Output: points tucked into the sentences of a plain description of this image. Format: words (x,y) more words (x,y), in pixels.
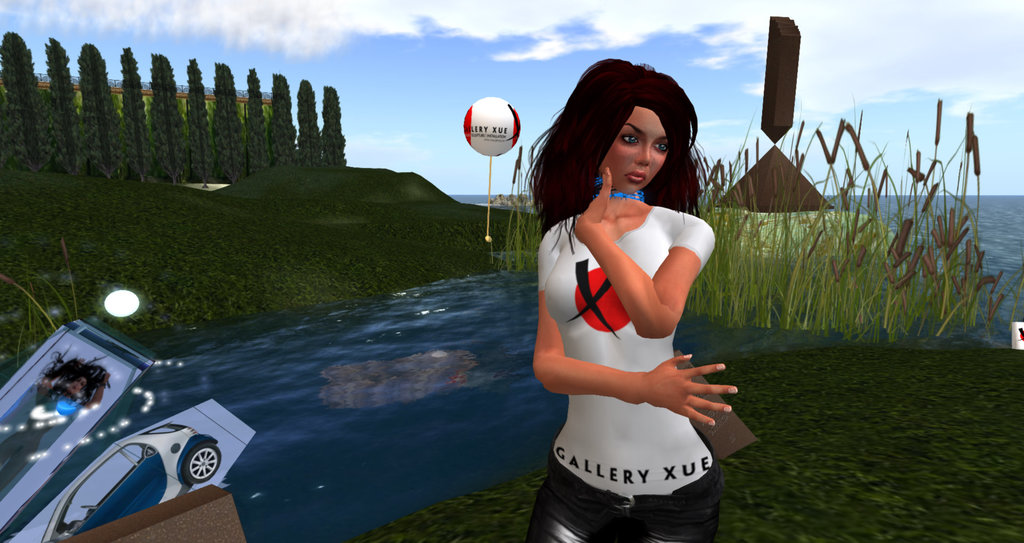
In this image I can see the animated picture and I can see the person (641,330) standing and the person (671,491) is wearing white and black color dress (697,483). In the background (65,22) I can see few trees (260,169) in green color and the sky (462,62) is in blue and white color.
